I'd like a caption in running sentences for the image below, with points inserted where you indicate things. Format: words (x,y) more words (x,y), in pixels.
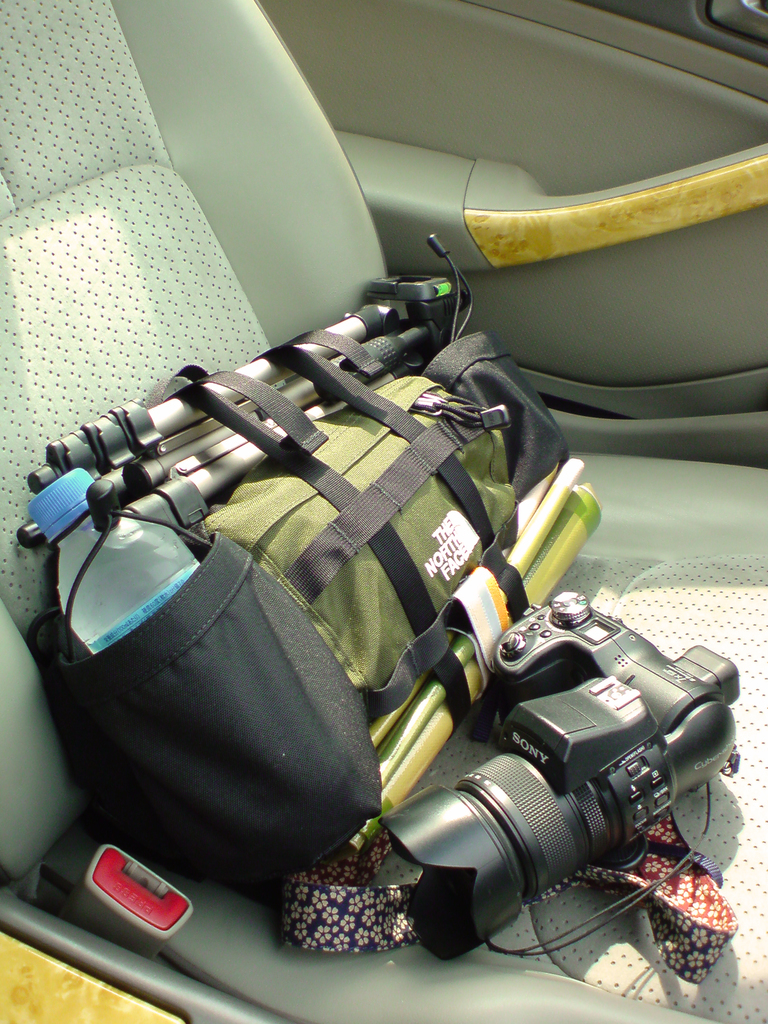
In this picture I can observe digital camera (509,784), tripod stand (368,380) and bag (217,615) in the vehicle (57,318). In the background (370,143) I can observe door (472,202) of a vehicle (474,151).
